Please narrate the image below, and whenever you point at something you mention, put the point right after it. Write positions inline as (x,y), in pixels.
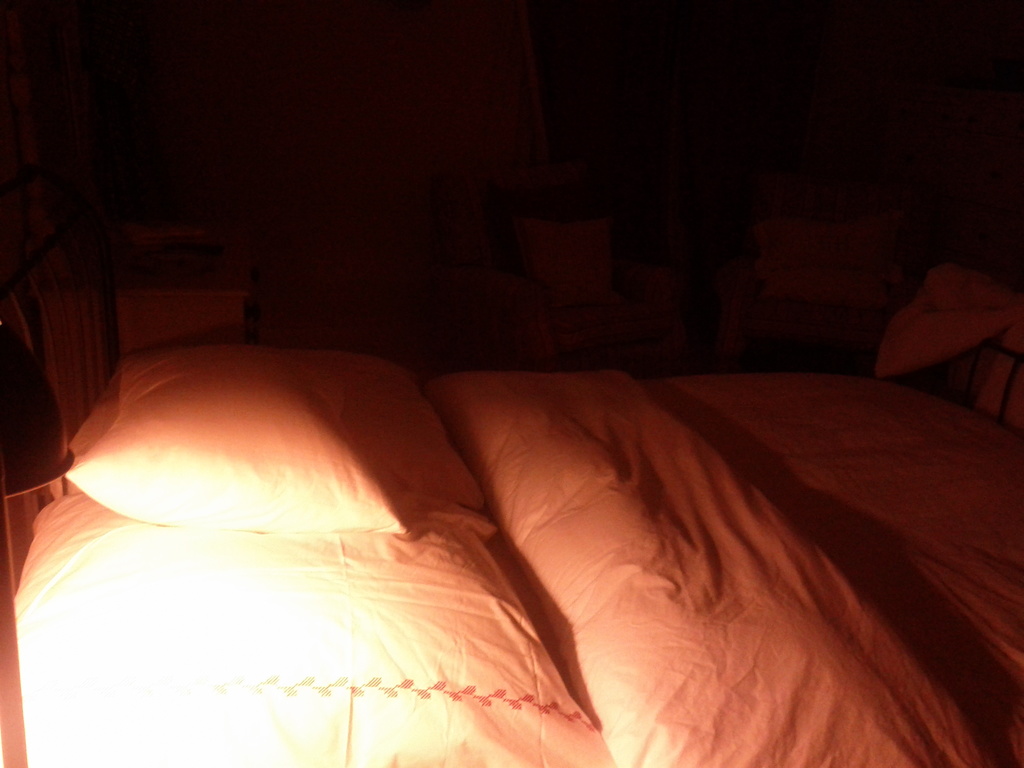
In this picture, we see a bed (671,460), white pillows (385,503) and a blanket (786,557) in white color. Behind the bed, we see the chairs (663,276) and the pillows (775,282). On the left side (157,336), we see a table (221,331). In the left bottom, we see a lamp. In the background (226,129), we see a wall (289,106) and the windows (703,126). This picture might be clicked in the dark.
